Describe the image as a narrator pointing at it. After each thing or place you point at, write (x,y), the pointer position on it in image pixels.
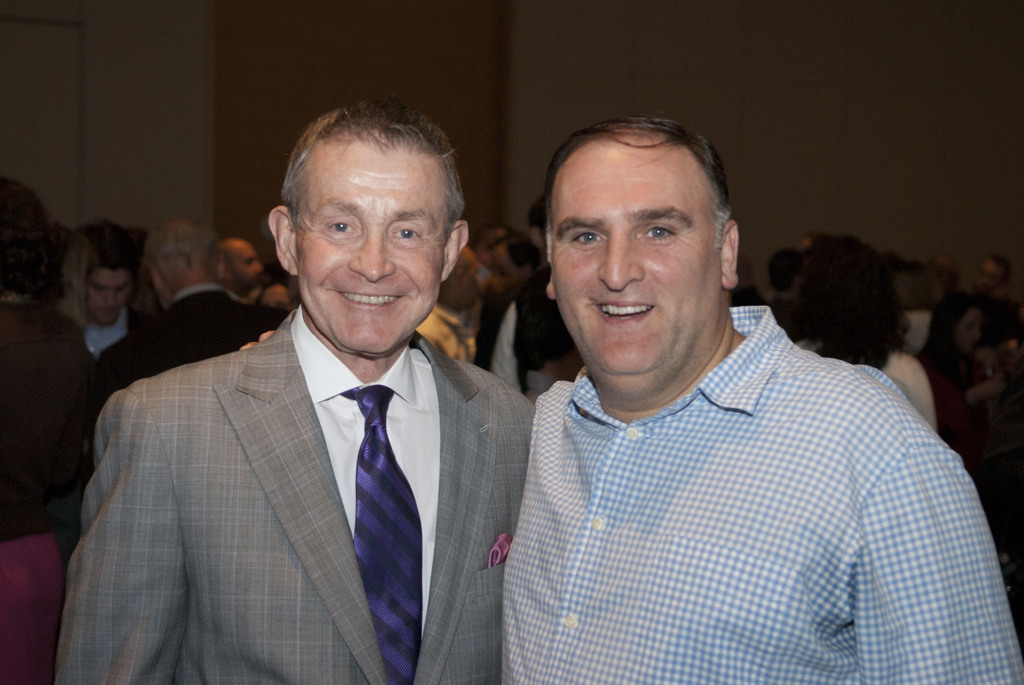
In this image, we can see persons (776,295) wearing clothes (609,463). There is a wall (485,123) at the top of the image (532,63).
